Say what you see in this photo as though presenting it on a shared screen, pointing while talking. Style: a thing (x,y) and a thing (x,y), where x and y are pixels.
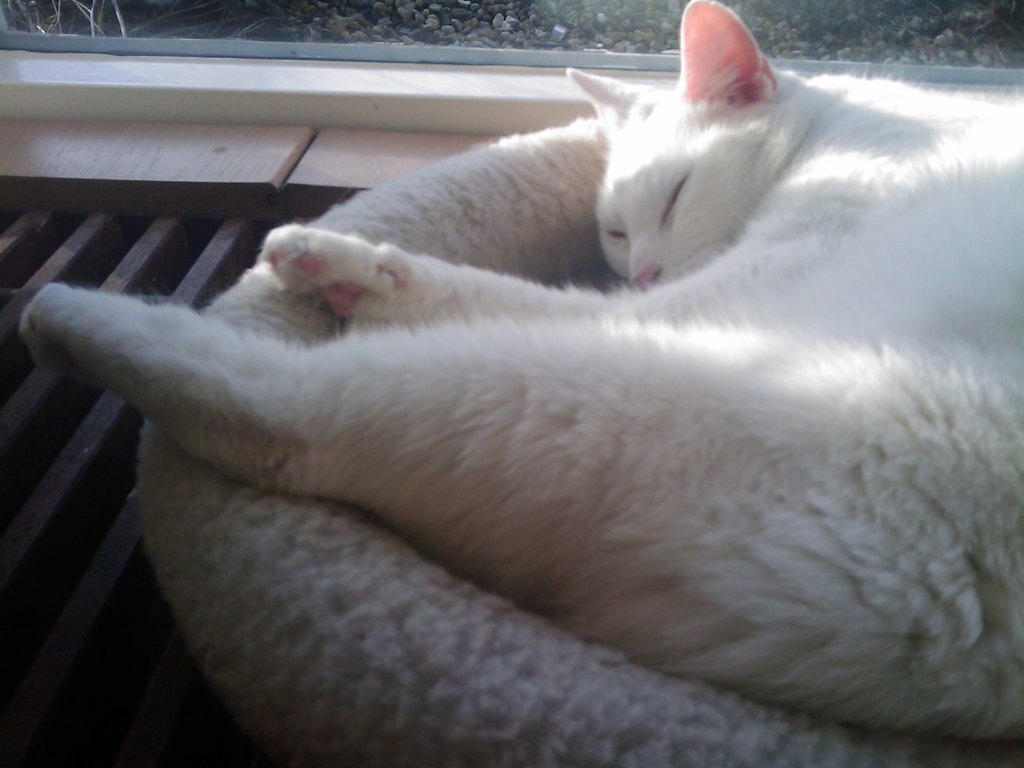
In this picture I can see there is a cat (783,355) sleeping on the bed (401,568) and there is a window (392,13) here and there are some stones (499,23) visible from the window (483,42).
